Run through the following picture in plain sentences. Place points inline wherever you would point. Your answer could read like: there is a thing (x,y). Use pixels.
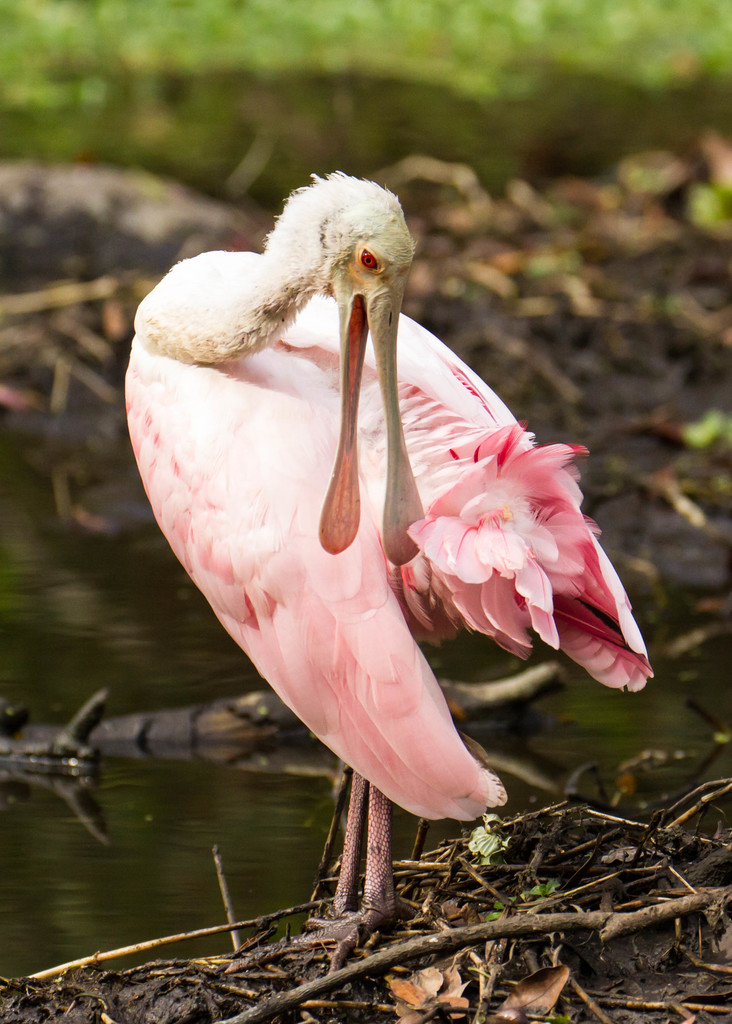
In this image, I can see a bird (411,712) standing, which is named as spoonbill (395,750). This looks like a water (209,865) flowing. These are the stems (549,916) and branches (570,926). The background (314,131) looks blurry.
